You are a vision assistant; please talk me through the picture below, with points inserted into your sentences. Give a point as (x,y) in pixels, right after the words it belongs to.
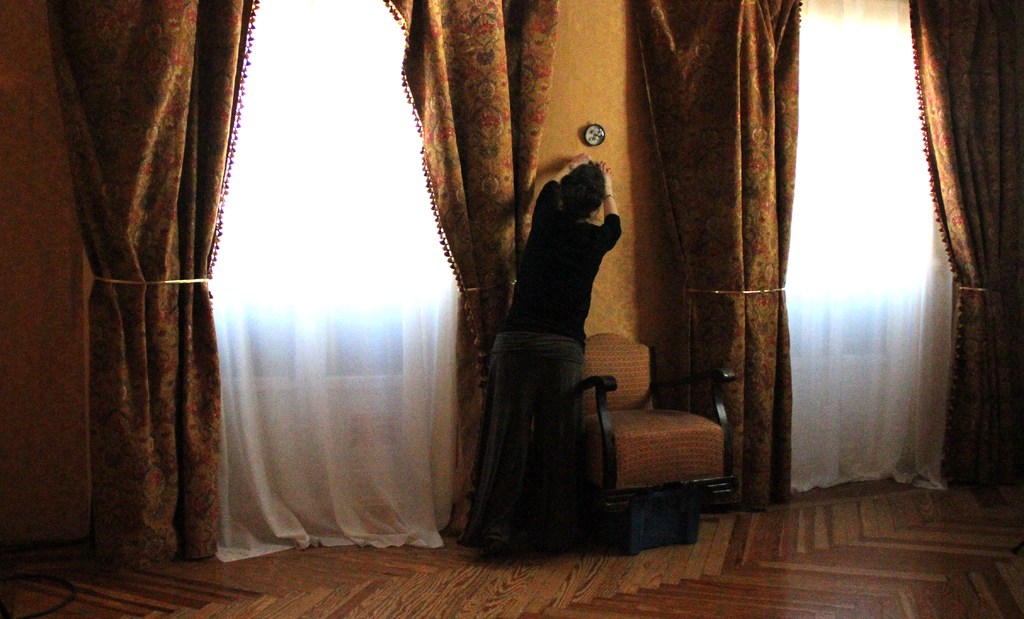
Here we can see a person (535,534) standing on the floor (569,584) and there is a chair (630,440). In the background (174,440) we can see a wall (70,334) and curtains (363,459).
